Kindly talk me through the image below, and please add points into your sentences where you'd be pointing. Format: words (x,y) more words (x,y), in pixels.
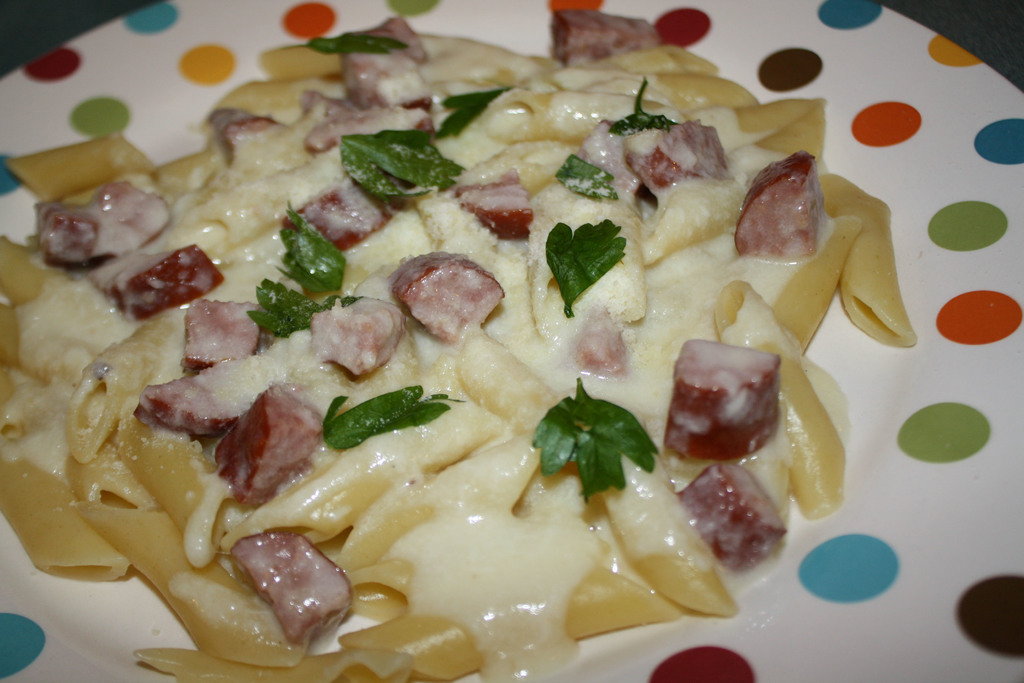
In this image I can see a food (809,303) on the colorful plate (931,425). Food (557,530) is in white, cream, red and green color.
